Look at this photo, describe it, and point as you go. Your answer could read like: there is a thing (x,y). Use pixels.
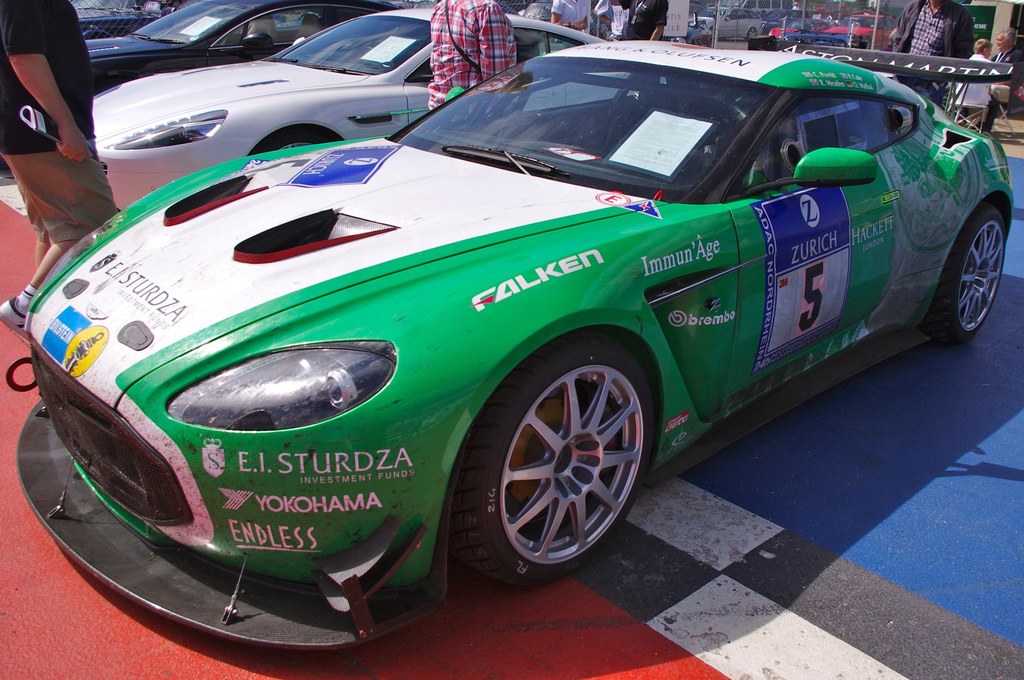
In this image in front (530,434) there are few cars (336,332). Beside the cars (303,158) there are few people (657,8) standing on the road (834,479). In the background (1004,49) there are two people (1016,39) sitting on the chairs (968,96).
